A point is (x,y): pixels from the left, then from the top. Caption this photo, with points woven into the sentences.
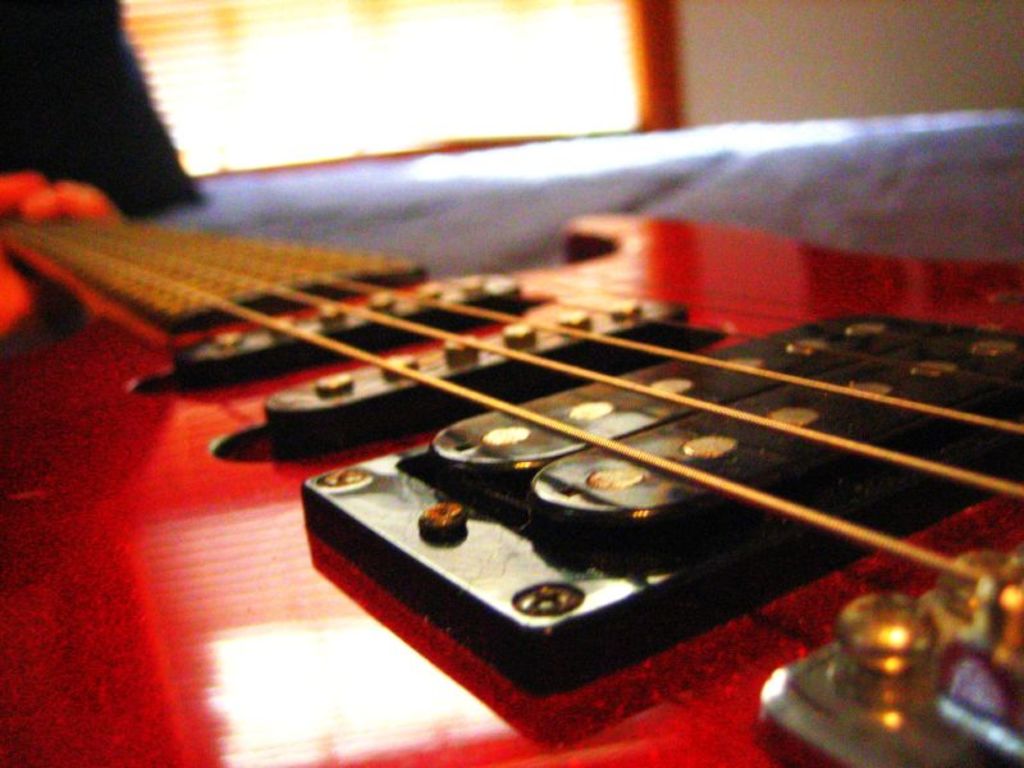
This is a guitar (253,362) and we can clearly see strings (595,379) also. In the background (856,62) there is a wall (908,65).
